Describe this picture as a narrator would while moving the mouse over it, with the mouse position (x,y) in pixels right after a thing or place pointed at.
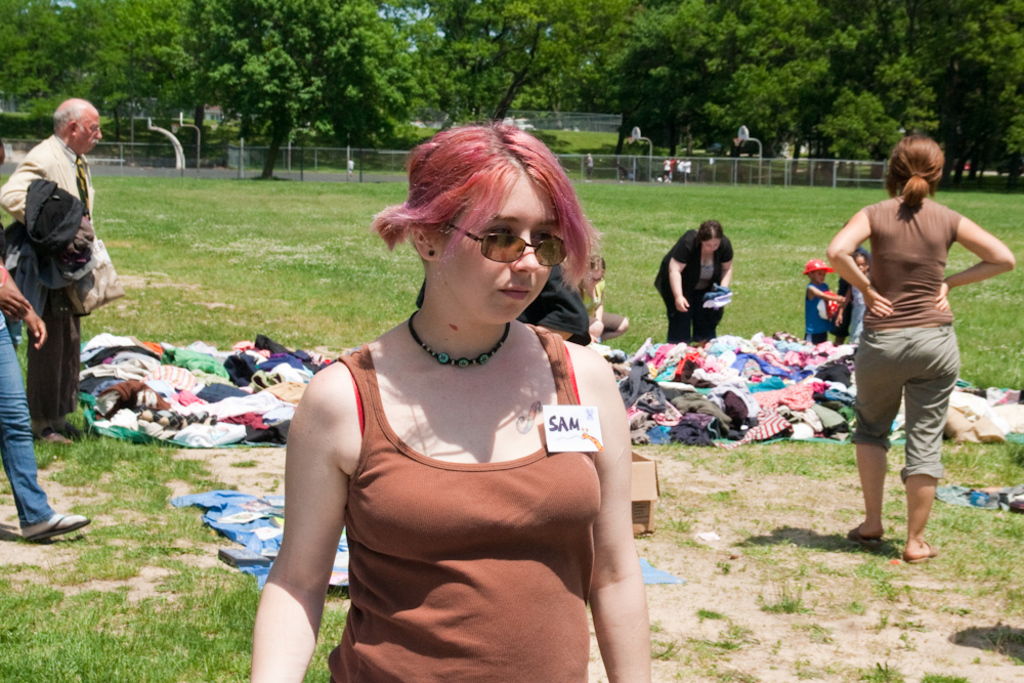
In this picture, we can see a few people (666,261), among them a few are holding some objects (71,222), we can see the ground (342,314) with grass (320,322), and some objects (276,351) like clothes (259,412), and we can see fencing (250,146), basket ball goal court (184,161), trees (186,109), and the sky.
